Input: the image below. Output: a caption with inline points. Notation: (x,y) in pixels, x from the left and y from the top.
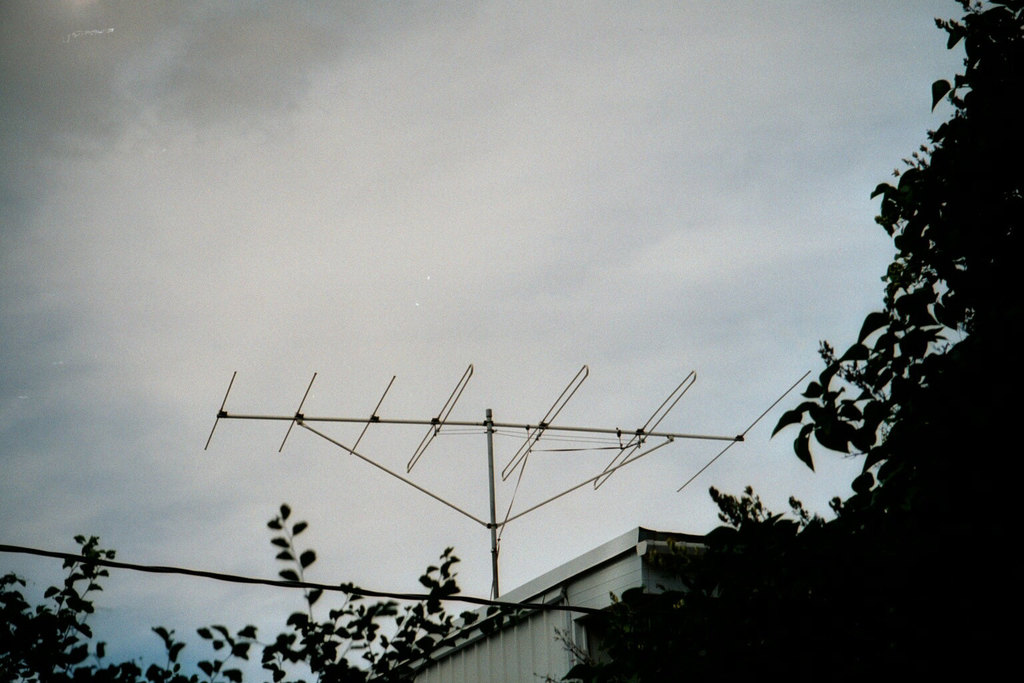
In image we can see antenna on the top of the building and the background (688,256) is the sky (573,134).
